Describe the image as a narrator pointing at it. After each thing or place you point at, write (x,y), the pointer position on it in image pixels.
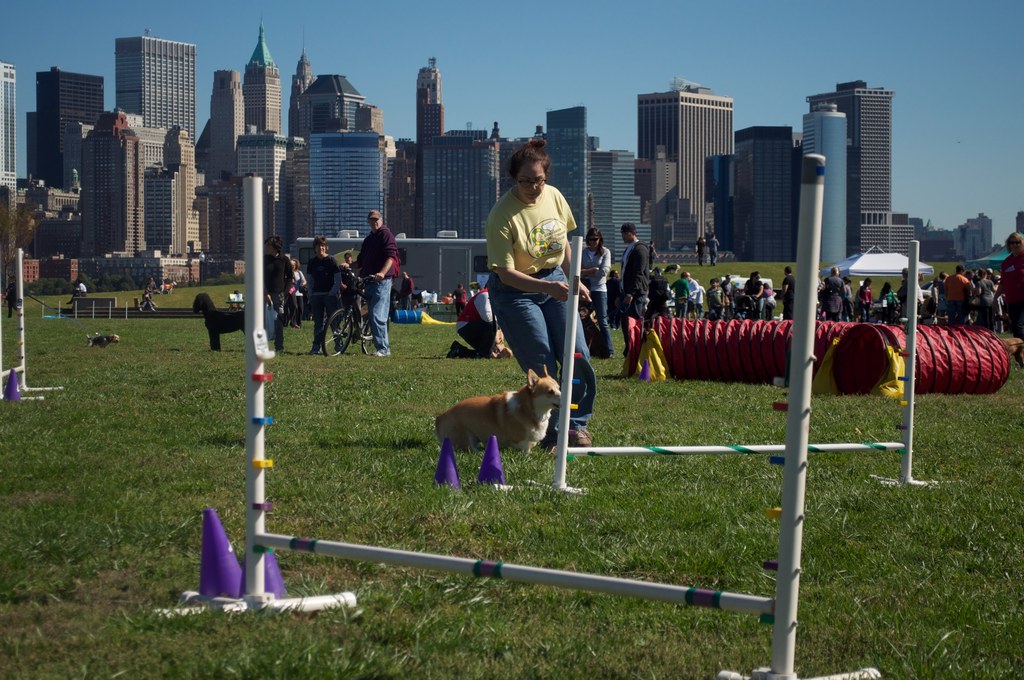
In this image I can see there are so many persons (946,285) standing on grass (101,414) and I can see buildings (263,173) and the sky (444,41) visible at the top (476,58) and I can see a woman (541,326) in the middle (573,400), beside the woman (558,379) I can see a dog (544,428) and I can see stands (251,299) visible on grass (325,632) in the foreground (302,632) and I can see a red color tunnel (694,338) visible on the ground (613,393) in the middle (653,321) and I can see a bi-cycle (361,311) and an animal (209,296) in the middle (361,294).
